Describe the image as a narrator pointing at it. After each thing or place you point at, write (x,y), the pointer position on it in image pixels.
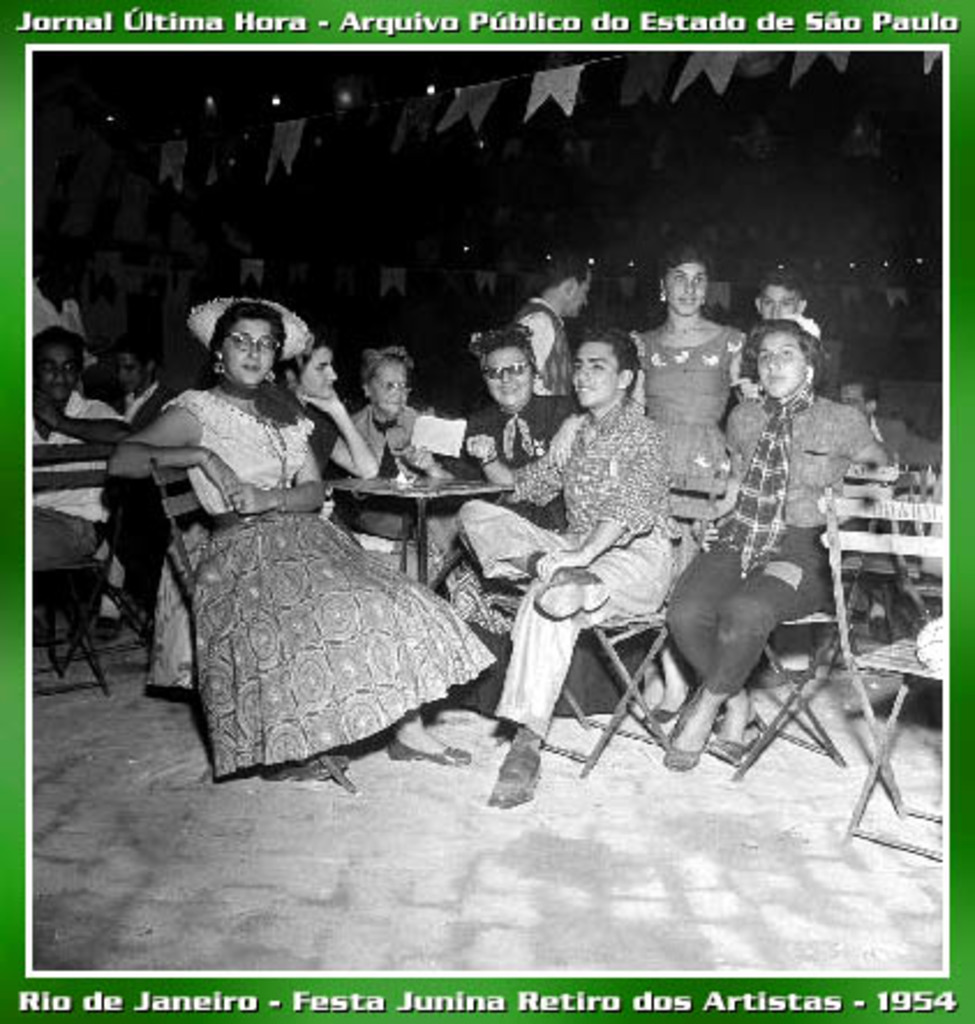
In this image we can see people (637,499) sitting and some of them are standing. There are chairs (106,585). In the center (405,516) there is a table (424,489). In the background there are flags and lights (274,100). At the top (51,22) and bottom there is text (733,1001).
